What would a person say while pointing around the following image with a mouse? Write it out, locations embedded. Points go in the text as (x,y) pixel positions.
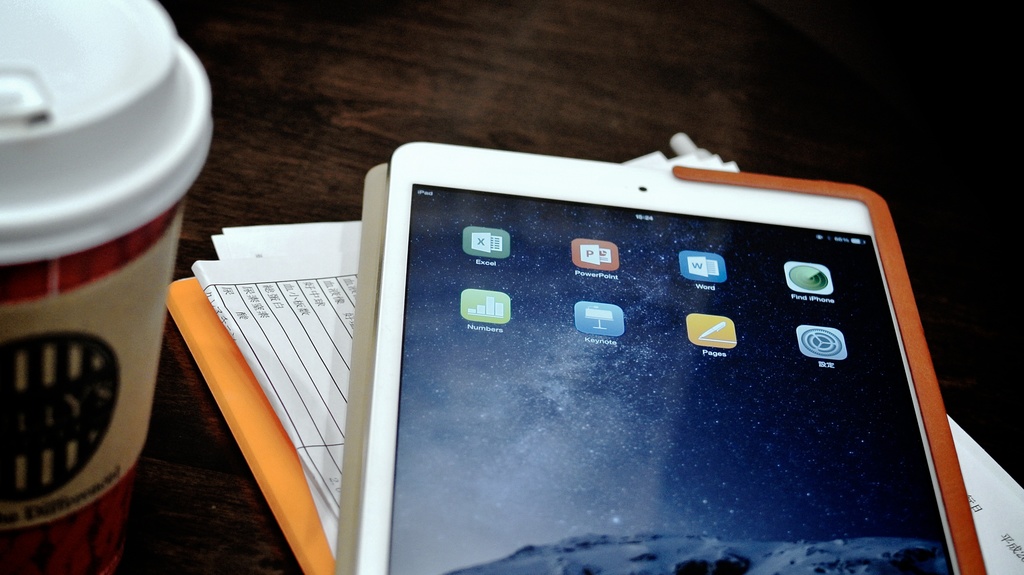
In this image I can see a mobile (711,247) and few papers (269,347), a glass (158,300) on the table (341,110) and the table (475,127) is in brown color.
